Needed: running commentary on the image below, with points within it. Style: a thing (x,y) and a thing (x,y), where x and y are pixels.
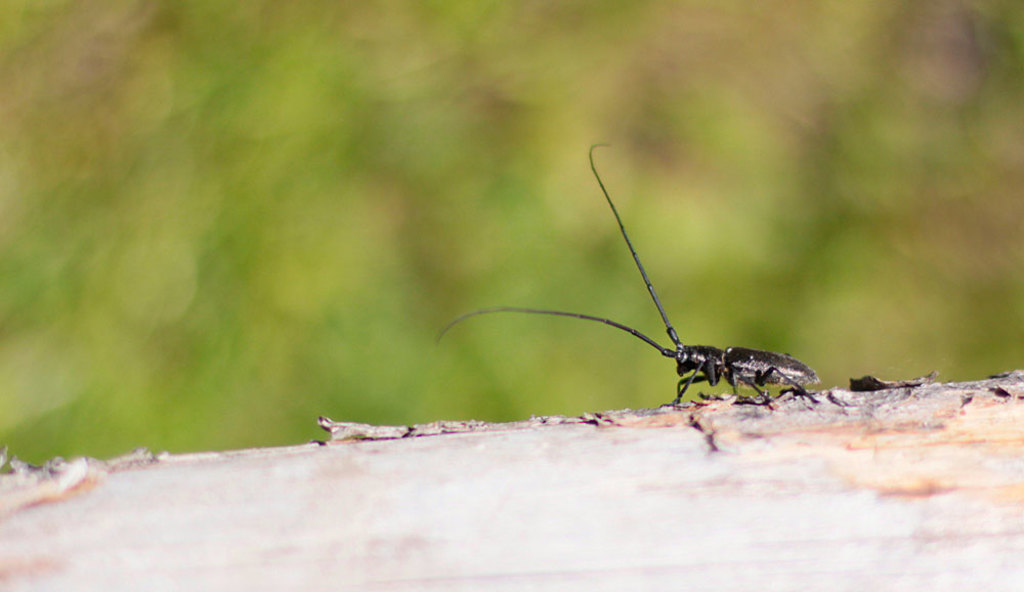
There is an insect (710,362) which is in black color and the background (280,173) is greenery (493,145).
